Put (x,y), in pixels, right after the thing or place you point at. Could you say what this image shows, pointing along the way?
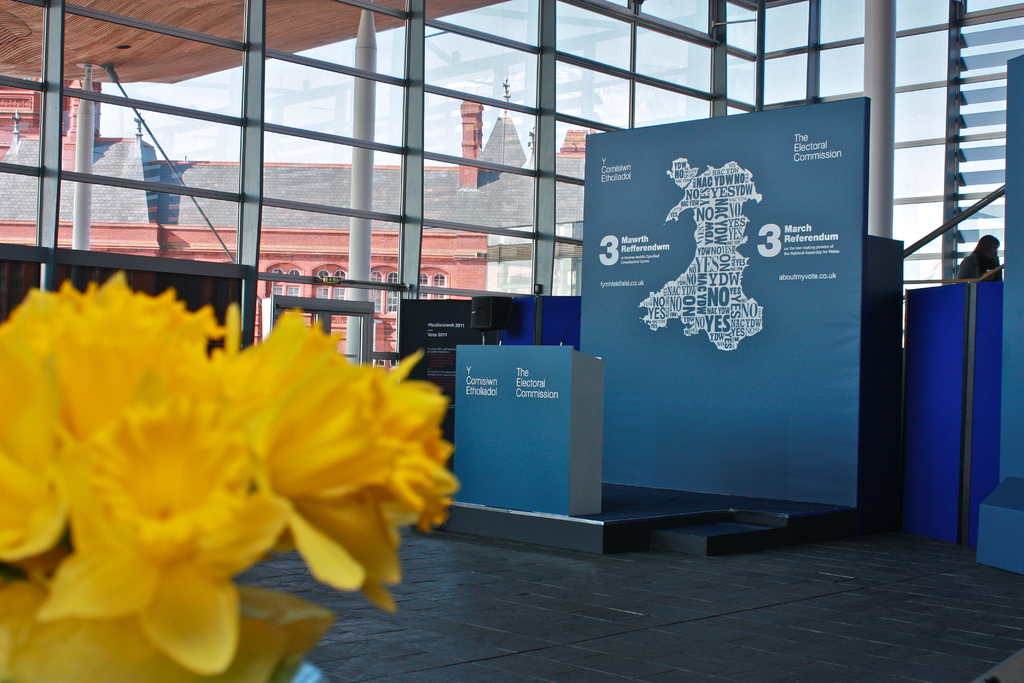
In this image in front (137,447) there are yellow flowers (264,516). On the backside (547,452) there are two boards (655,354). Behind the boards (725,329), there is a metal fence (739,55). In the background (515,181) there is a building (378,175) and at the top (468,55) there is the sky (566,19).
